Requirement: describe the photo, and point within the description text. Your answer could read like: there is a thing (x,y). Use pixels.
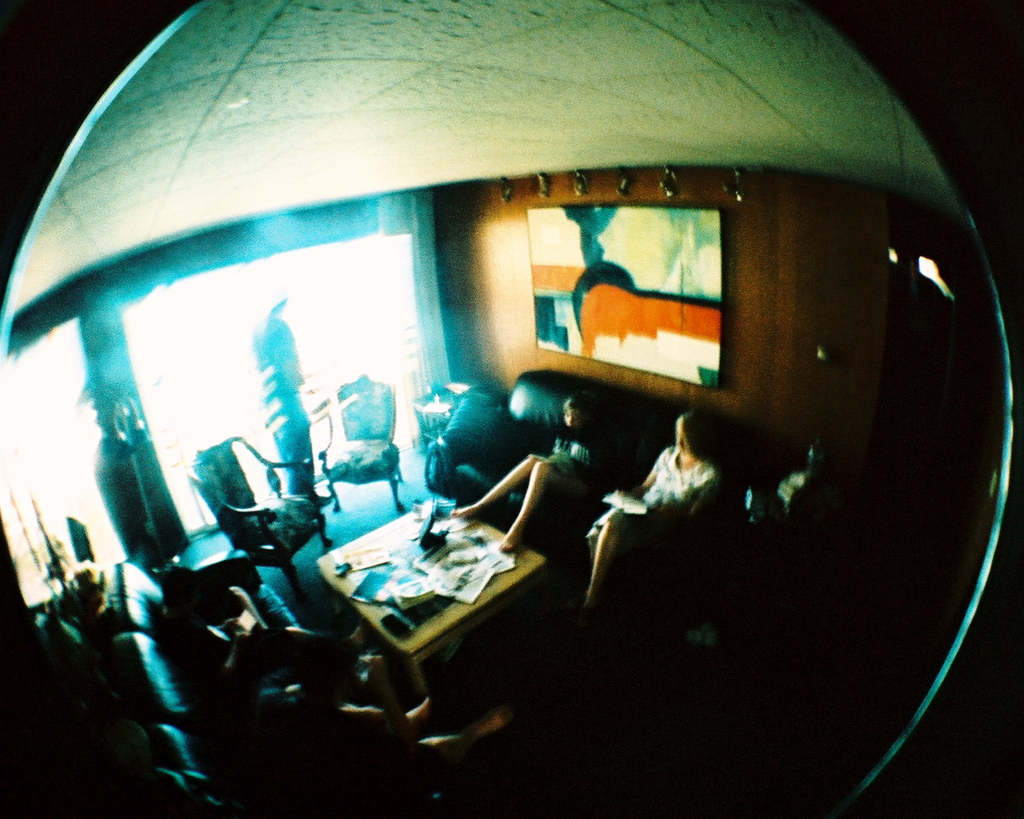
In this image, I think this is a mirror (713,730). I can see few people (256,711) sitting on the couches (230,730). These are the chairs (347,435). Here is a person (288,410) standing. This is a table (518,571) with papers (422,570) and few other things (413,606) on it. I can see a photo frame (591,350), which is attached to the wall (722,333).
